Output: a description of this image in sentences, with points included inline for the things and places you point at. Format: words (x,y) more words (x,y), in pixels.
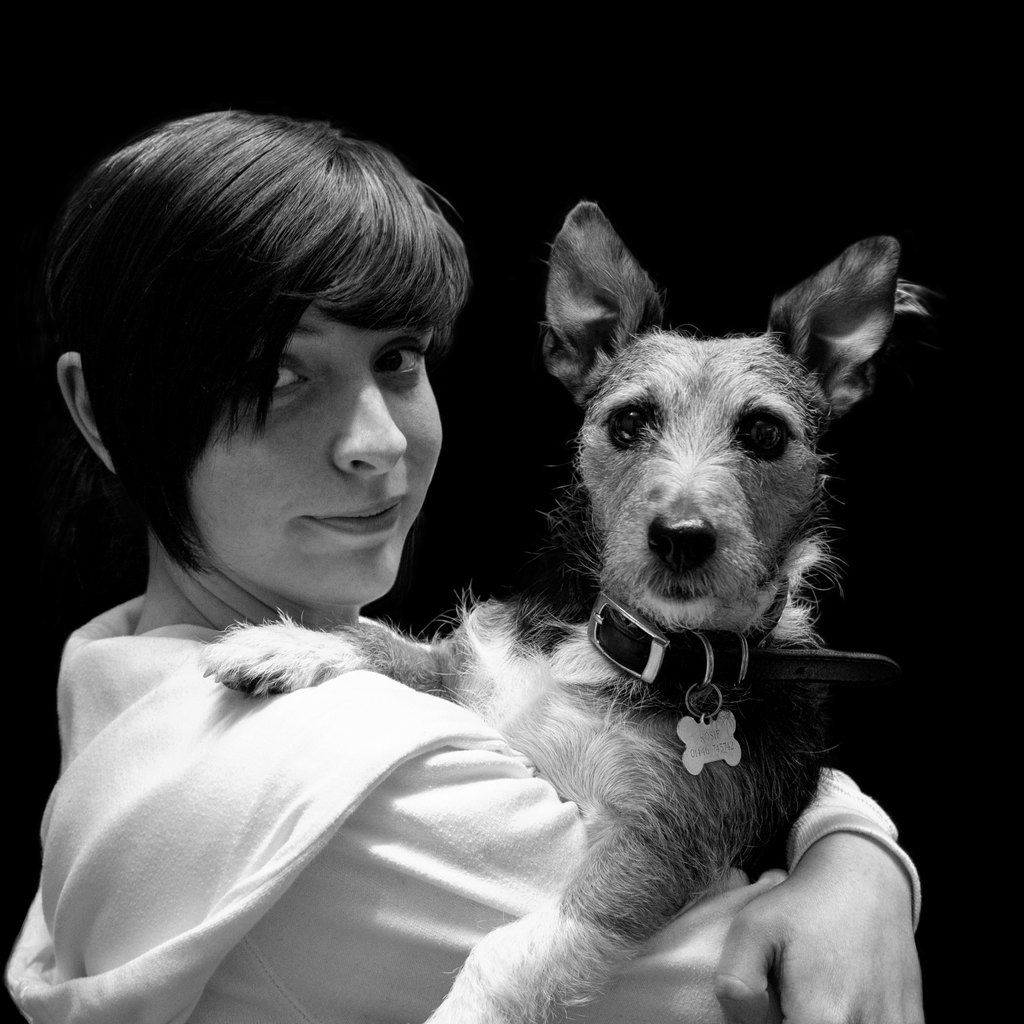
It is a black and white image. In this image we can see a woman (429,878) holding the dog (456,641) and the background (227,14) is in black color.
